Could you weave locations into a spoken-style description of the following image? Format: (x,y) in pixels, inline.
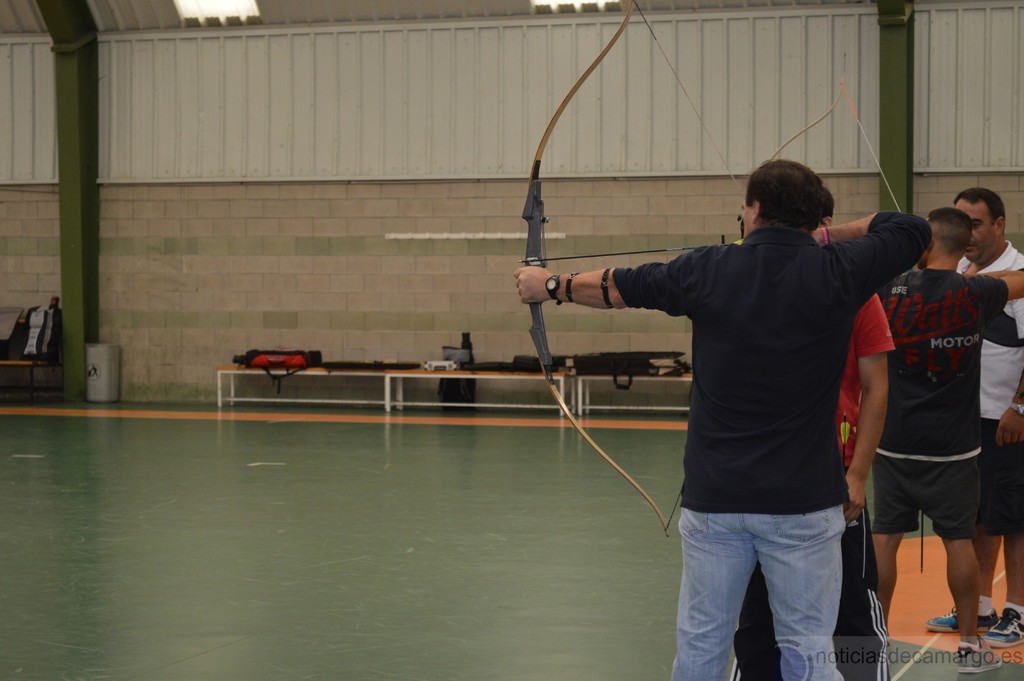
In this picture I can observe some people (948,416) standing on the floor (624,569). Two of them are holding bows (603,451) in their hands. There is a wall (432,304) in the background (155,250). In front of the wall (451,241) I can observe a bench (441,376) on which some bags (296,366) are placed.
